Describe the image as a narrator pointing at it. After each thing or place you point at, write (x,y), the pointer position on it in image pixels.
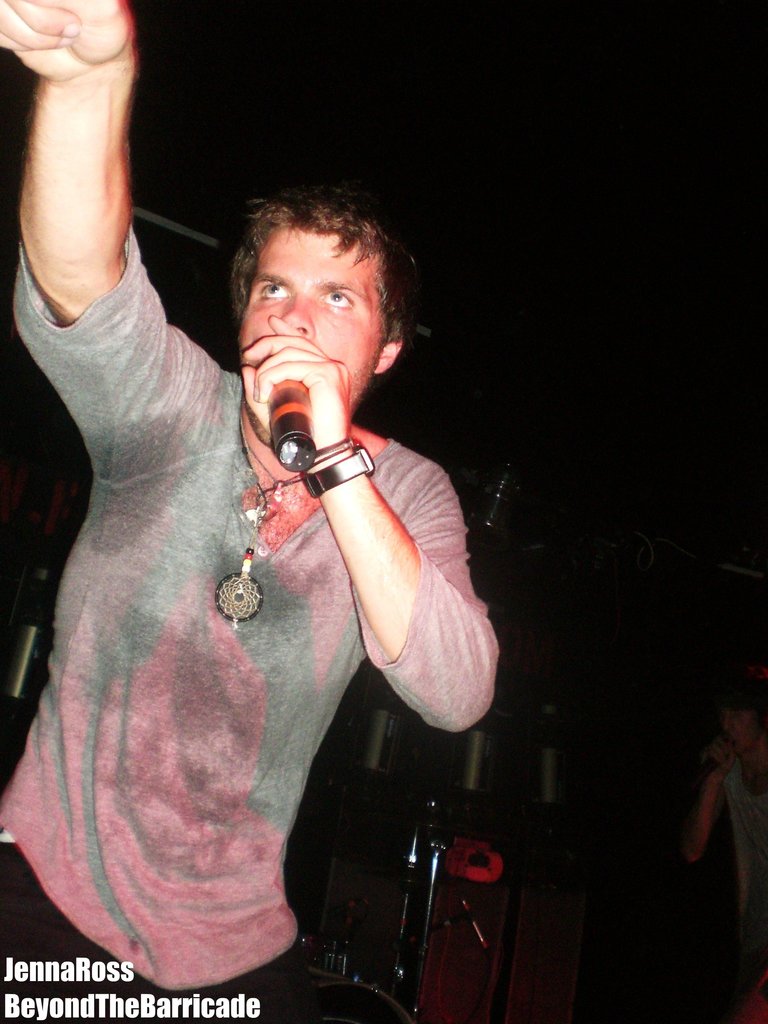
In this image I can see a person (269,673) holding a mike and at the bottom (18,1019) I can see a text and background (402,946) is dark.
